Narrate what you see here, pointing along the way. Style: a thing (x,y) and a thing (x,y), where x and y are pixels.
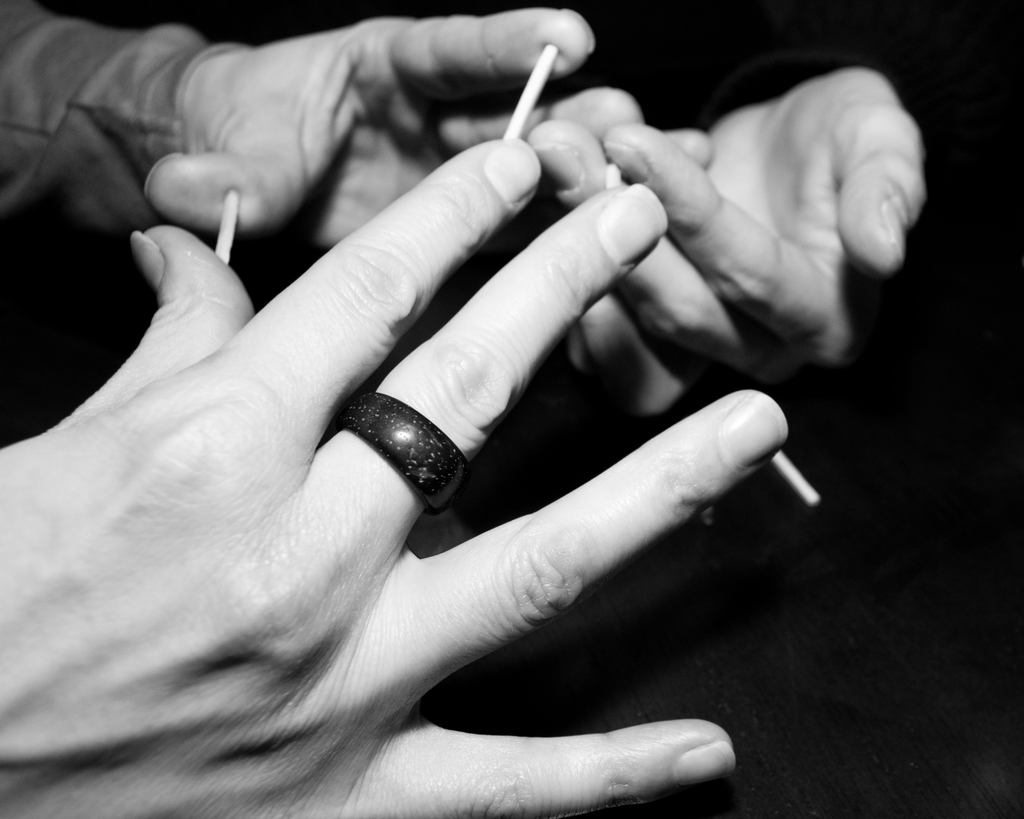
In this image we can see people's hands (235,296) holding sticks (549,61).
